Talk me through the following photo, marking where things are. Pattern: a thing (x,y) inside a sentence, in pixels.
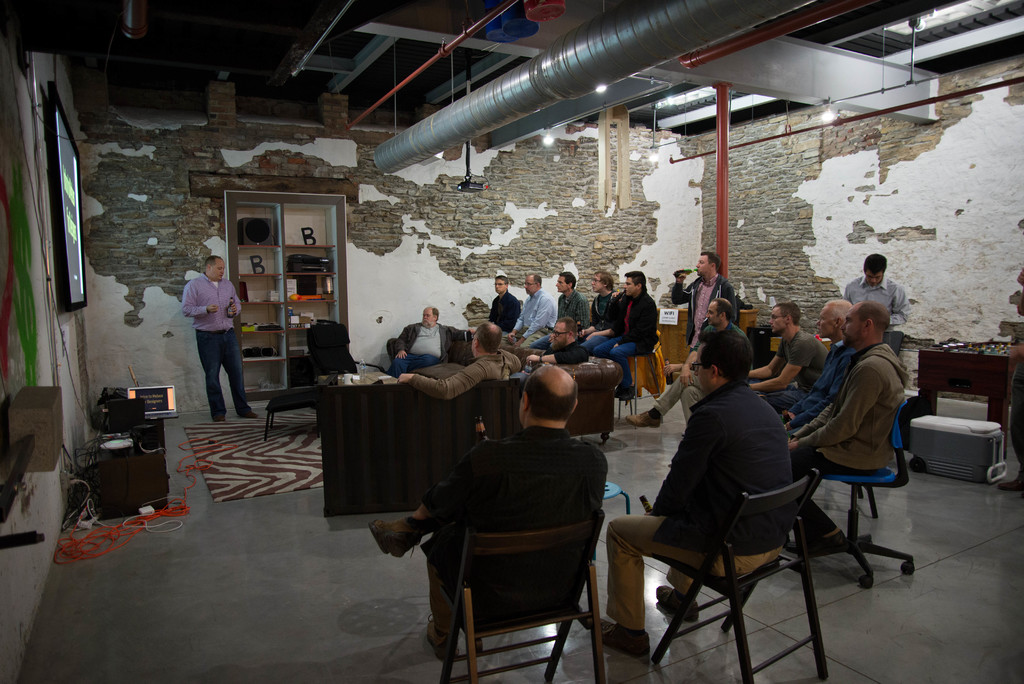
On the background of the picture (382,178) we can see a cracked wall (479,218). Here we can see a cupboard (293,231) and few items (322,271) inside it. We can see few persons (722,315) standing and sitting on the chairs (592,543). This is a floor (225,574). Here we can see one man (237,392) standing near to the screen (60,236).
